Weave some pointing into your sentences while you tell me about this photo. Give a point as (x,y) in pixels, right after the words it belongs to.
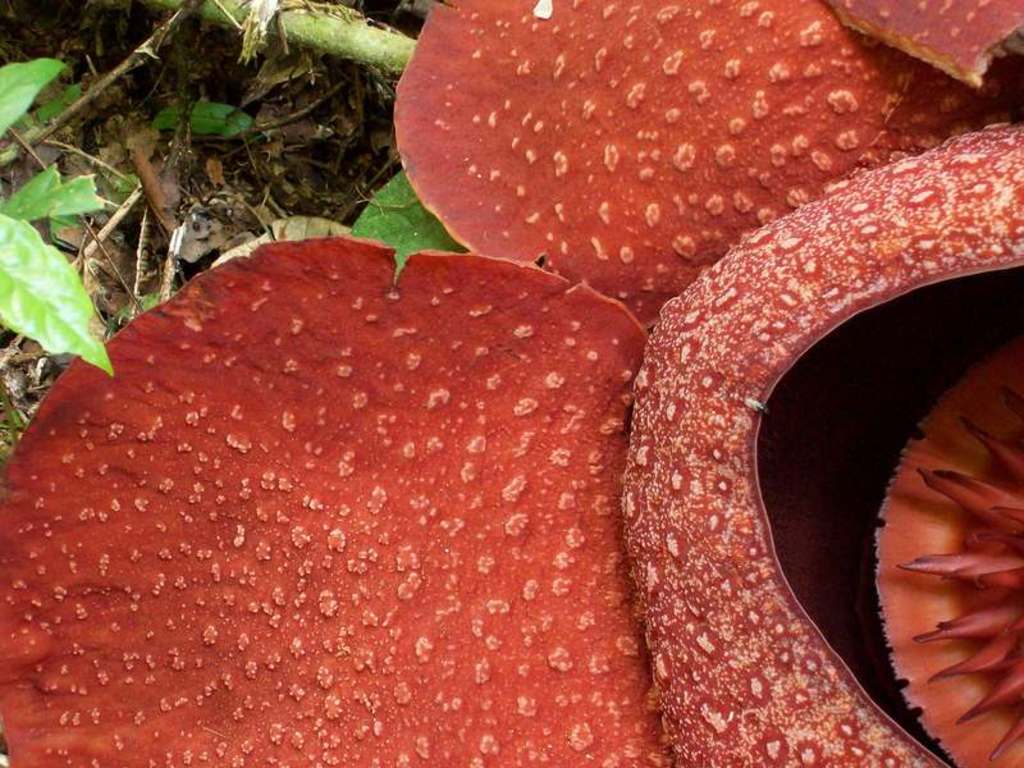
In this image, I can see a flower (517,331), plants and dry leaves (251,203) on the ground (251,238). This image is taken, maybe during a day.
